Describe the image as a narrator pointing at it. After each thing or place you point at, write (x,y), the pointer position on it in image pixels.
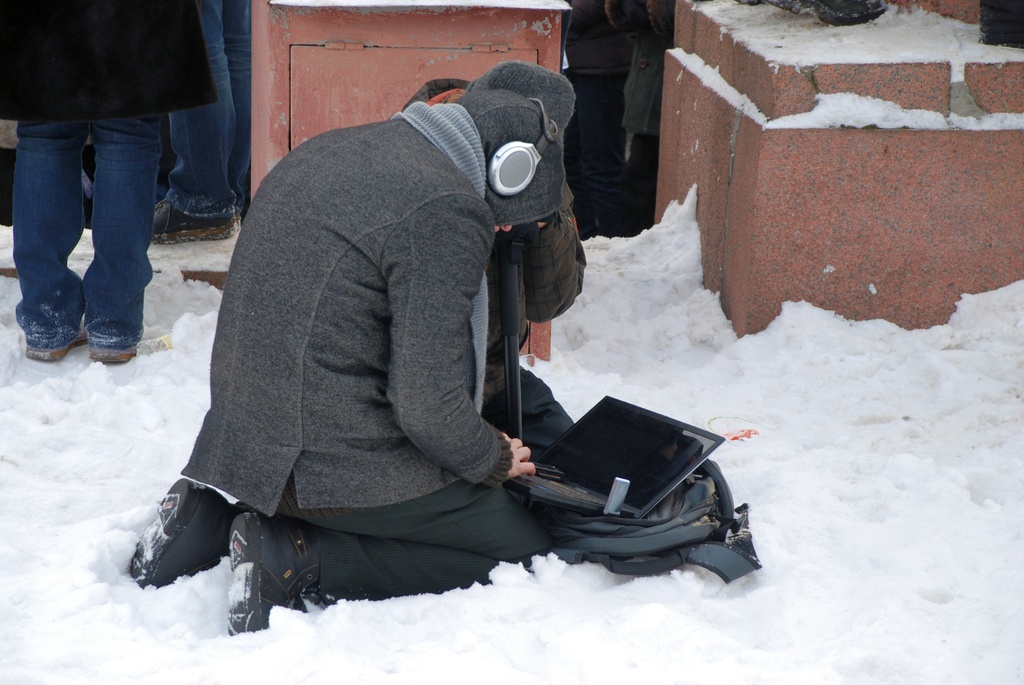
In the center of the image (419,243) we can see person (340,490) sitting with laptop (554,465) on the snow (593,601). In the background (242,40) we can see persons legs (43,136).
